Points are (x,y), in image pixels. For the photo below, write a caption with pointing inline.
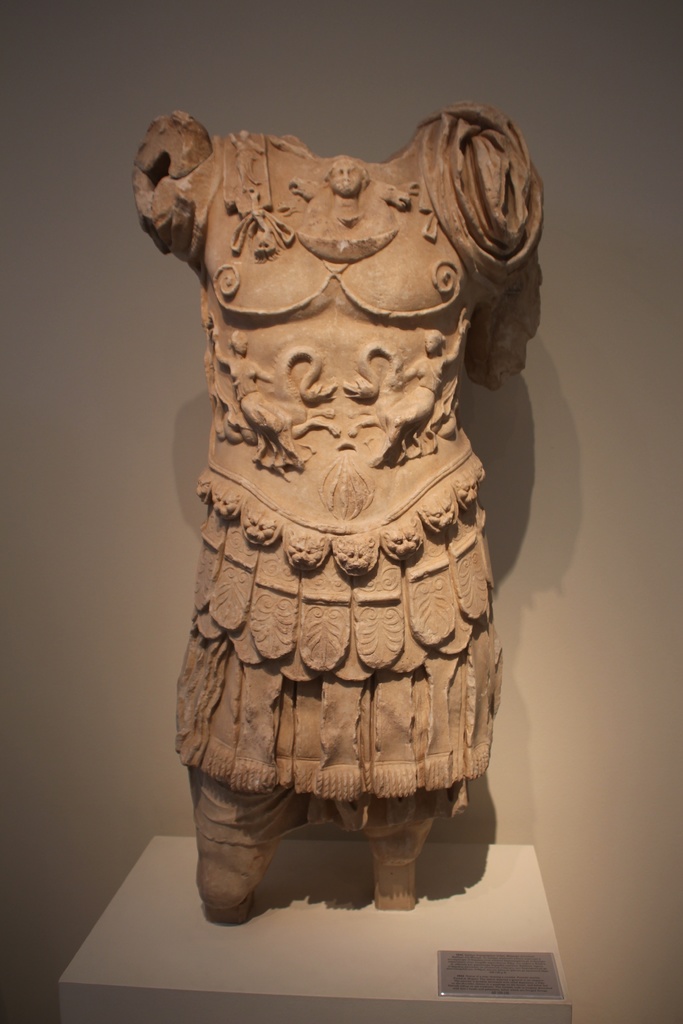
In this picture we can see a sculpture (262,824) on the platform (297,973) and we can see board (475,952). In the background of the image (551,625) we can see wall (499,567).
